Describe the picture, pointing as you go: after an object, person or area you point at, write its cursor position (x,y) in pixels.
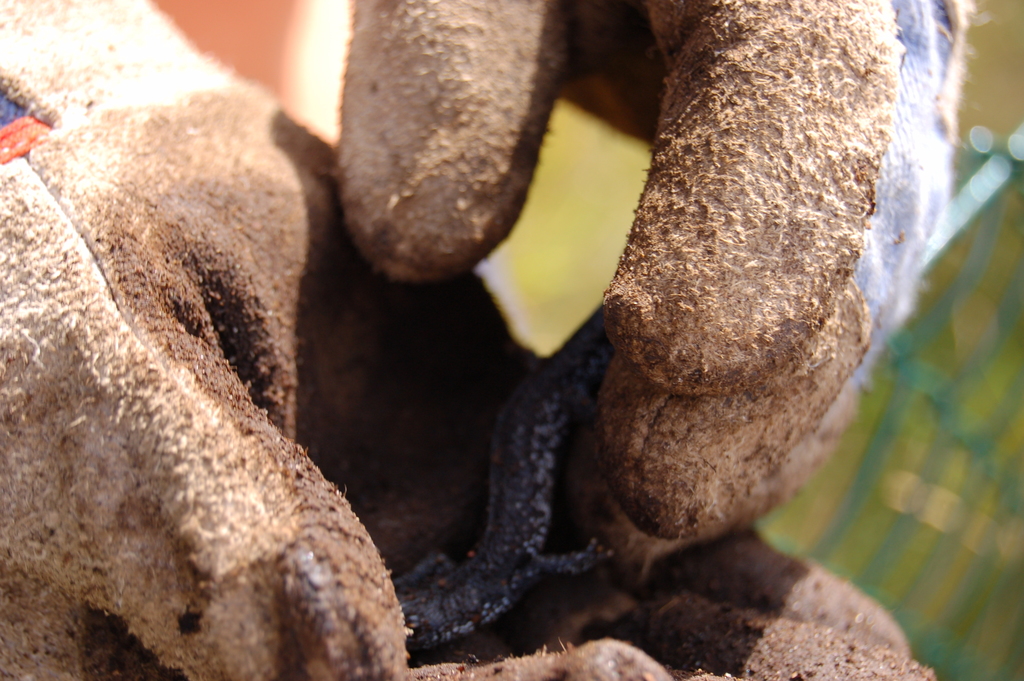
In this image I can see a person hand (719,378) wearing gloves (744,384) which are brown in color and I can see he is holding a black colored object (509,525). I can see the green and orange colored background (254,54).
